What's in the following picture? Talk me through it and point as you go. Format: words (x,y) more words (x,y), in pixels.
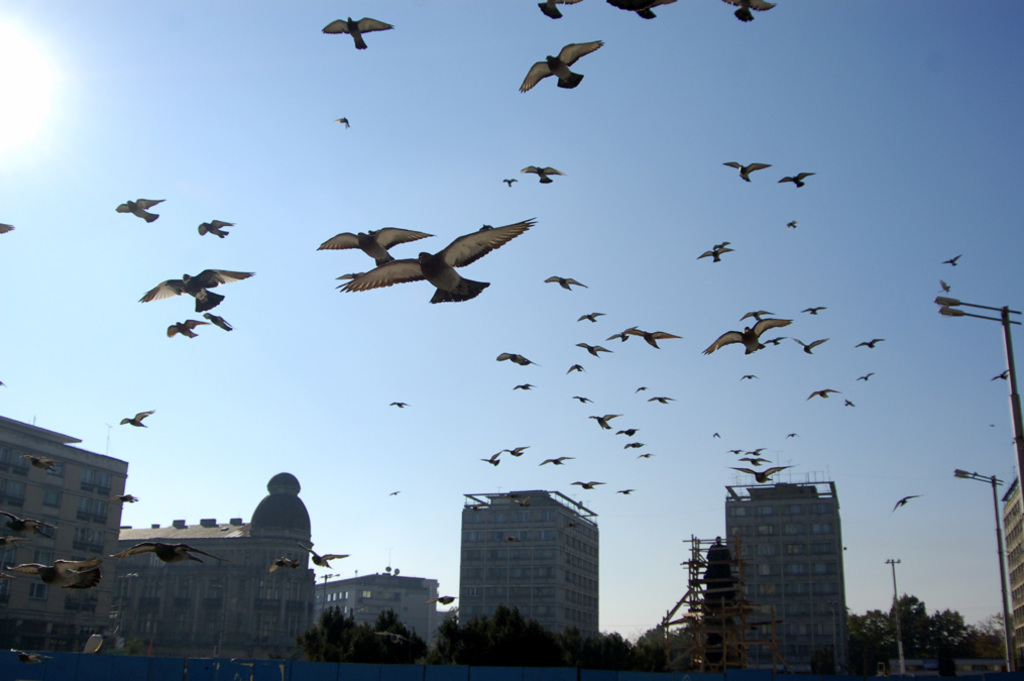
There are many birds (484,243) flying in the air (590,281) and there are buildings (308,527) and trees (420,643) in the background (211,573).
